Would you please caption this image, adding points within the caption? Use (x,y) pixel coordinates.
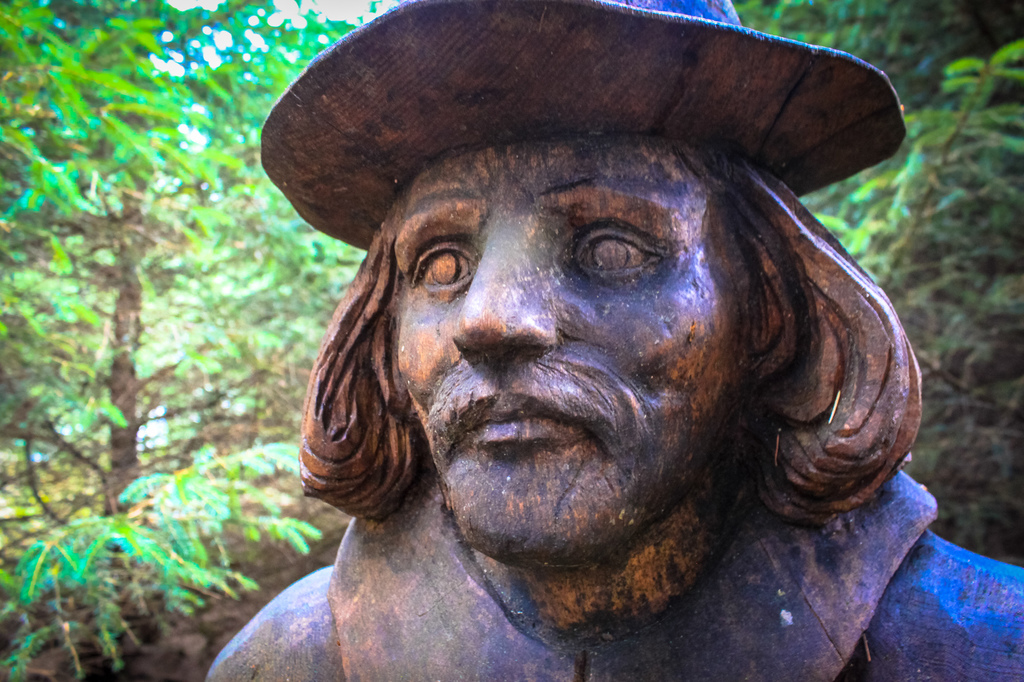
In this image I can see the person statue (584,212). In the background (87,378) I can see few trees (192,339) in green color.
